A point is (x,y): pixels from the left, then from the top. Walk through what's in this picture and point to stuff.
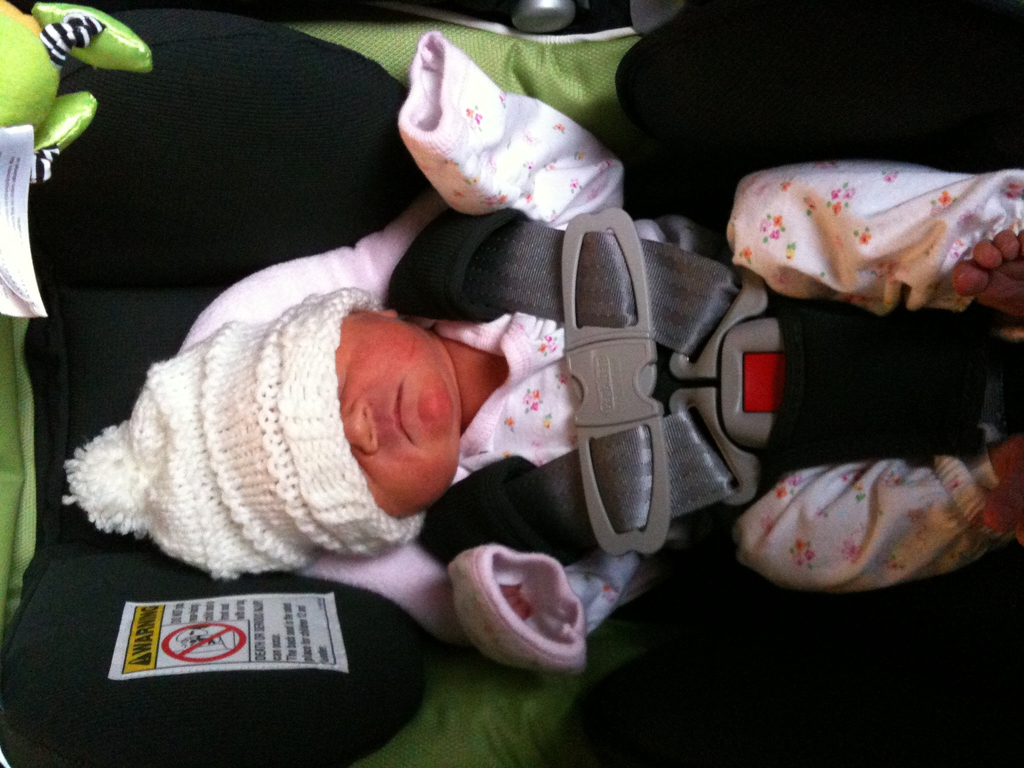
Here we can see a baby (397,464). This is signboard (273,625).
